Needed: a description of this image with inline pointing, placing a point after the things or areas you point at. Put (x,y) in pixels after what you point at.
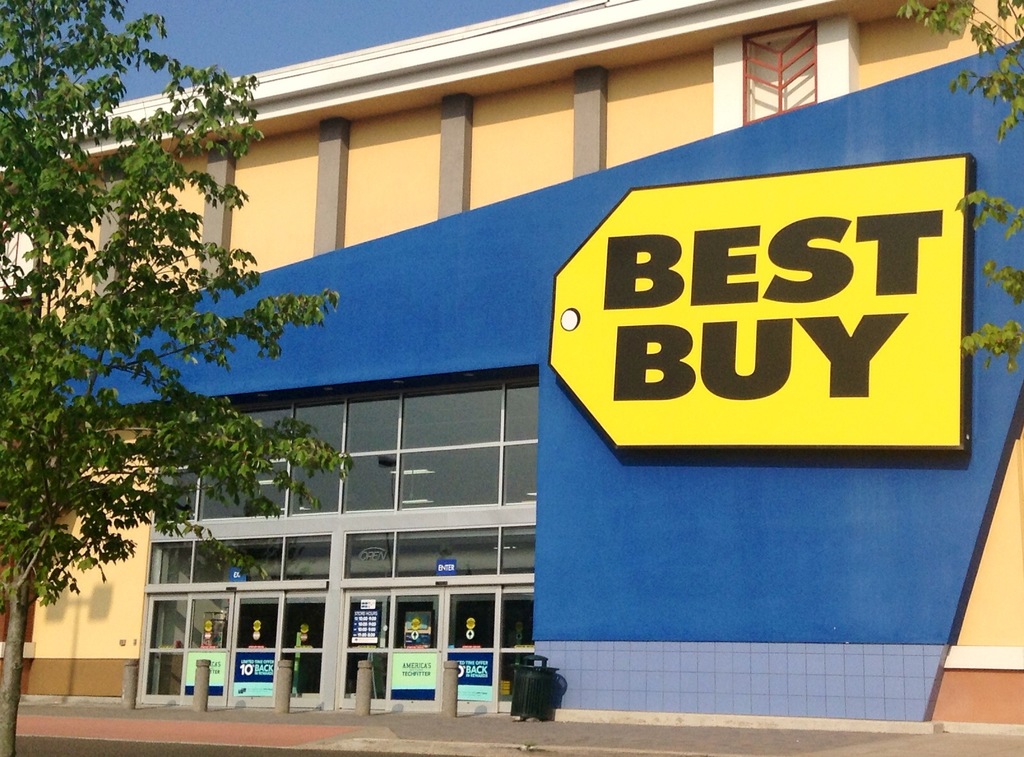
Seeing the image of building (406,152) where the best buy (744,255) is printed on it. In front of the building (383,254) the tree (51,349) is located and blue sky (244,39) is above the building (386,269).
